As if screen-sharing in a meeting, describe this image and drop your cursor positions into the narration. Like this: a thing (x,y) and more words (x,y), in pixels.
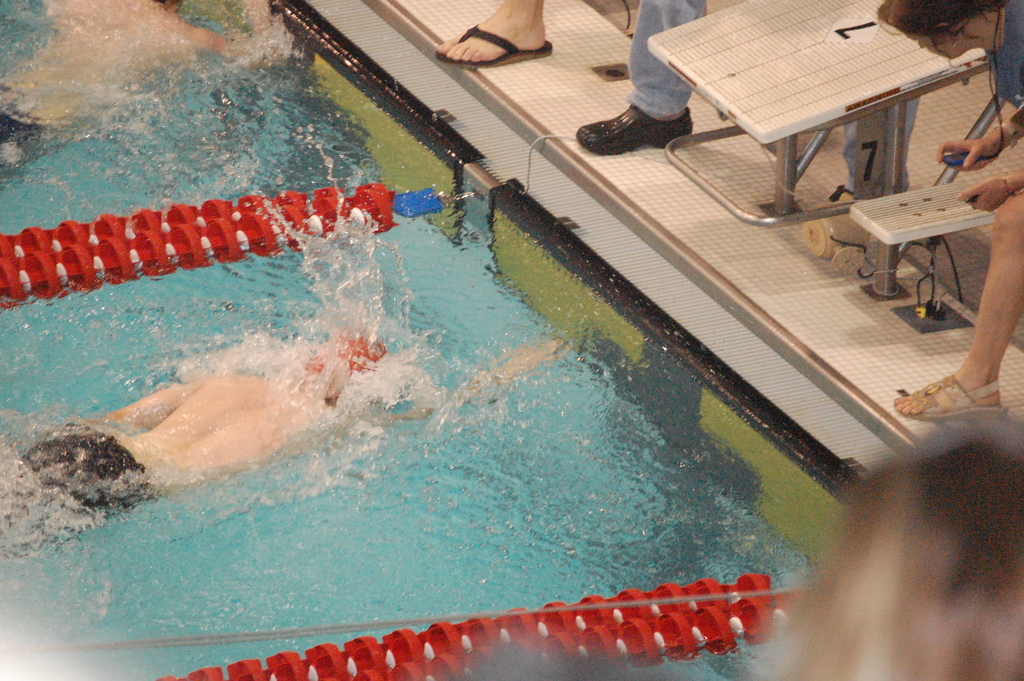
In this image, we can see two people (229,428) are swimming in the pool (345,433). Right side of the image (1006,333), we can see human legs (974,380). Here a woman (977,145) is holding some object (956,160).
